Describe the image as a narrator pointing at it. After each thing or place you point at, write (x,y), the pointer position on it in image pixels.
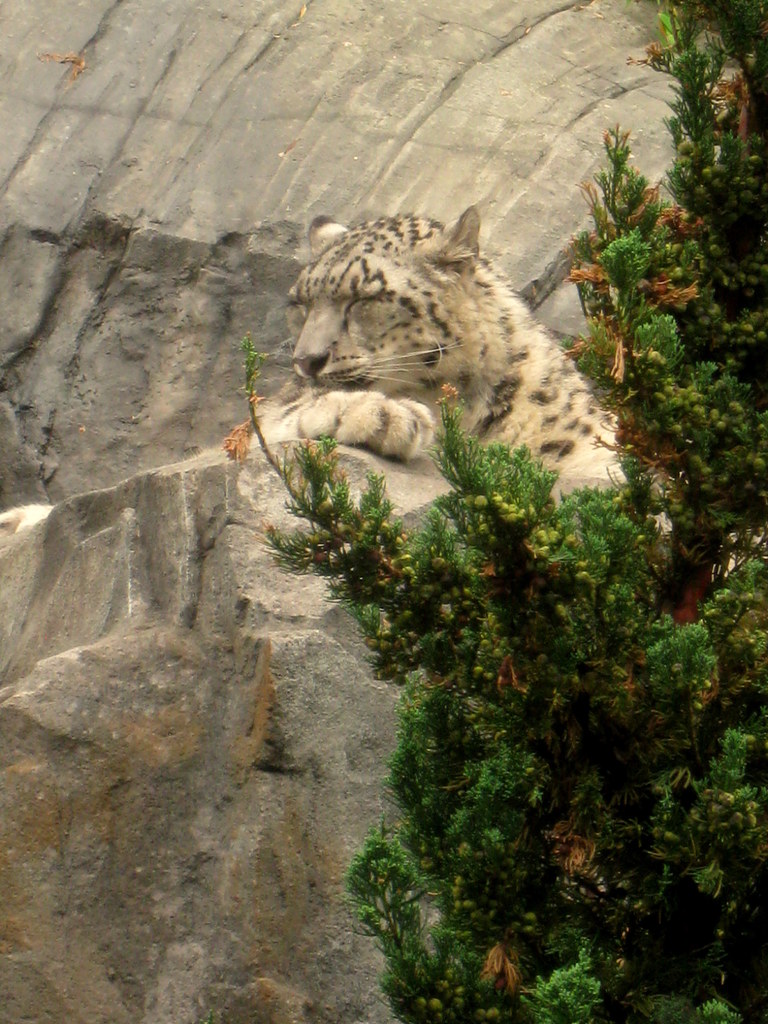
In the middle (324,365) a leopard (368,305) is sitting on a rock (226,484) and in the right side (524,795) it's a tree (589,642).
